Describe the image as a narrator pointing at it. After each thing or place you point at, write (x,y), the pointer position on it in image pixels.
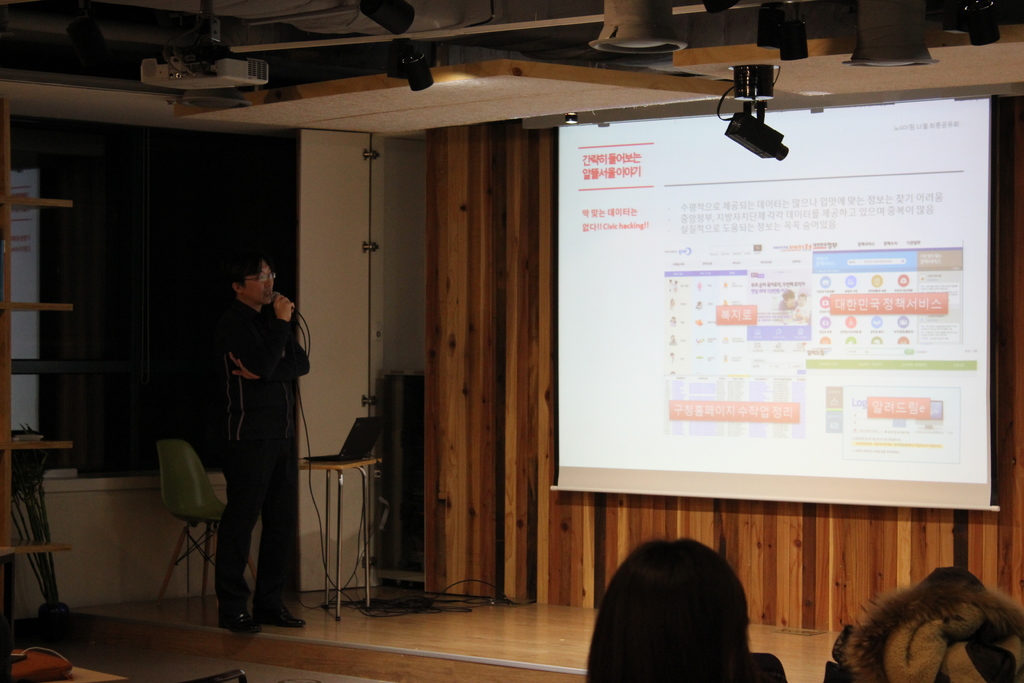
In this image there is a man (244,501) standing on the stage (395,610) by holding the mic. On the right side (765,320) there is a screen (848,262). At the top (245,63) there are lights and a projector (176,62). At the bottom (700,633) there are few people (661,634). Beside the man (269,444) there is a chair (169,468) and a laptop (348,453) on the table (339,464).
